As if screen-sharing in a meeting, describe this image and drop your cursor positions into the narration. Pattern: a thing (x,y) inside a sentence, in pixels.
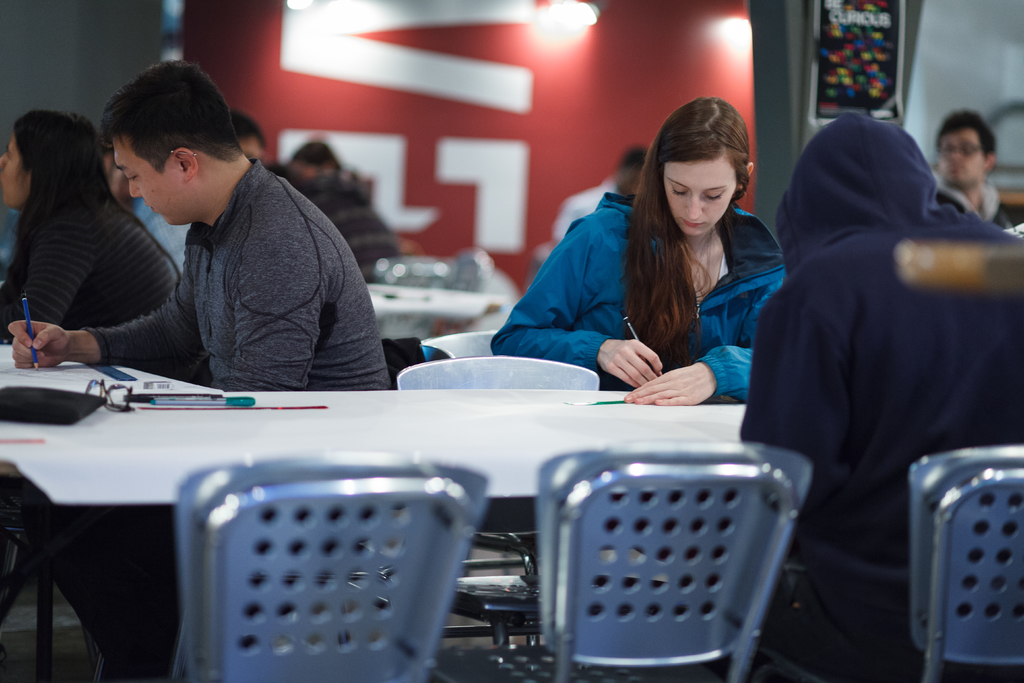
In this image, on the right (696,271) there is a woman (673,245). On the left (270,267) there is a man (232,261) and a woman (78,258). In the middle (427,424) there is a table (431,443) on that there are pens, wallet (65,398) and papers (82,381). At the bottom (645,553) there are chairs (690,556), a person (840,567). In the background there are tables (451,293), chairs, people (948,186), posters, lights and a wall (966,79).
